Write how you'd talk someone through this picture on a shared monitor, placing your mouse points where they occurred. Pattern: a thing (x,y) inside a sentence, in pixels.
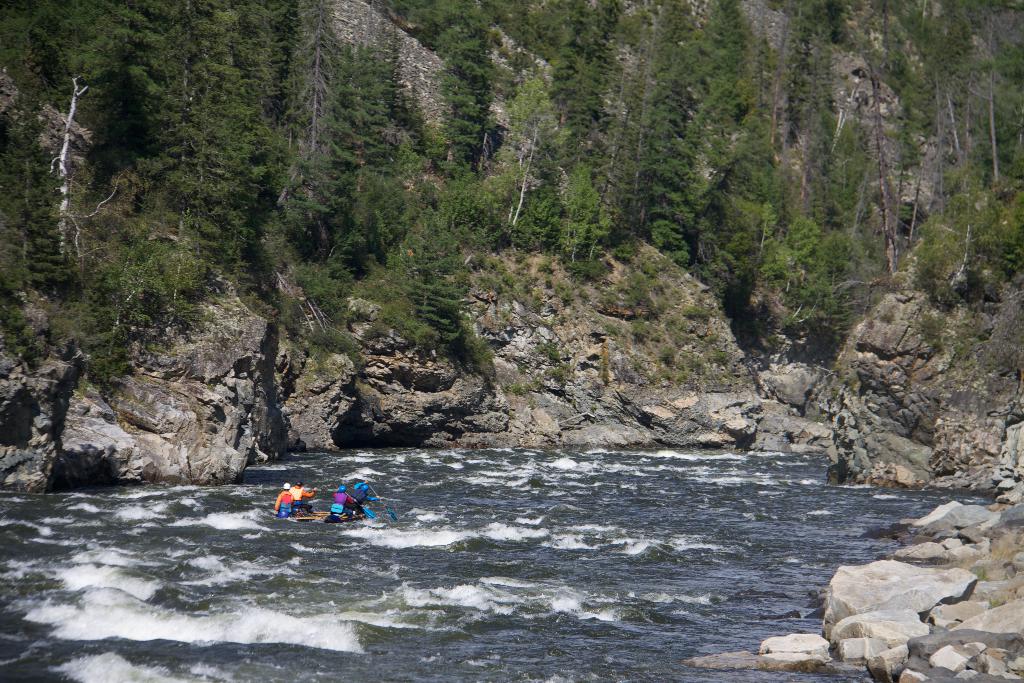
In the middle (582,372) I can see four persons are boating in the water (467,575), stones (1020,615), rocks (282,432), mountains (383,382) and trees (657,49). This image is taken may be during a day.
